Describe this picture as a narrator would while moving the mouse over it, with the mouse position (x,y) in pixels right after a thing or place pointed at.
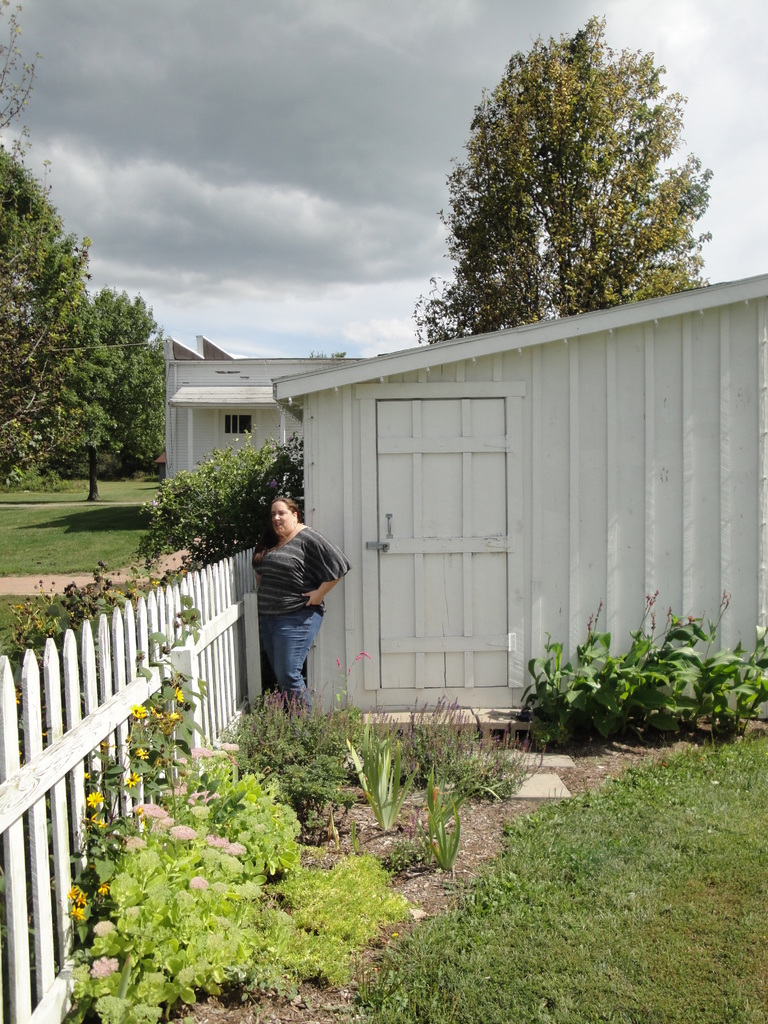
In the image we can see a woman (286,631) standing, wearing clothes (274,625). Here we can see the wooden fence (86,740) and wooden house (371,410). We can even see grass (591,877), plants (332,906), trees (119,369), path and the cloudy sky (194,157).
